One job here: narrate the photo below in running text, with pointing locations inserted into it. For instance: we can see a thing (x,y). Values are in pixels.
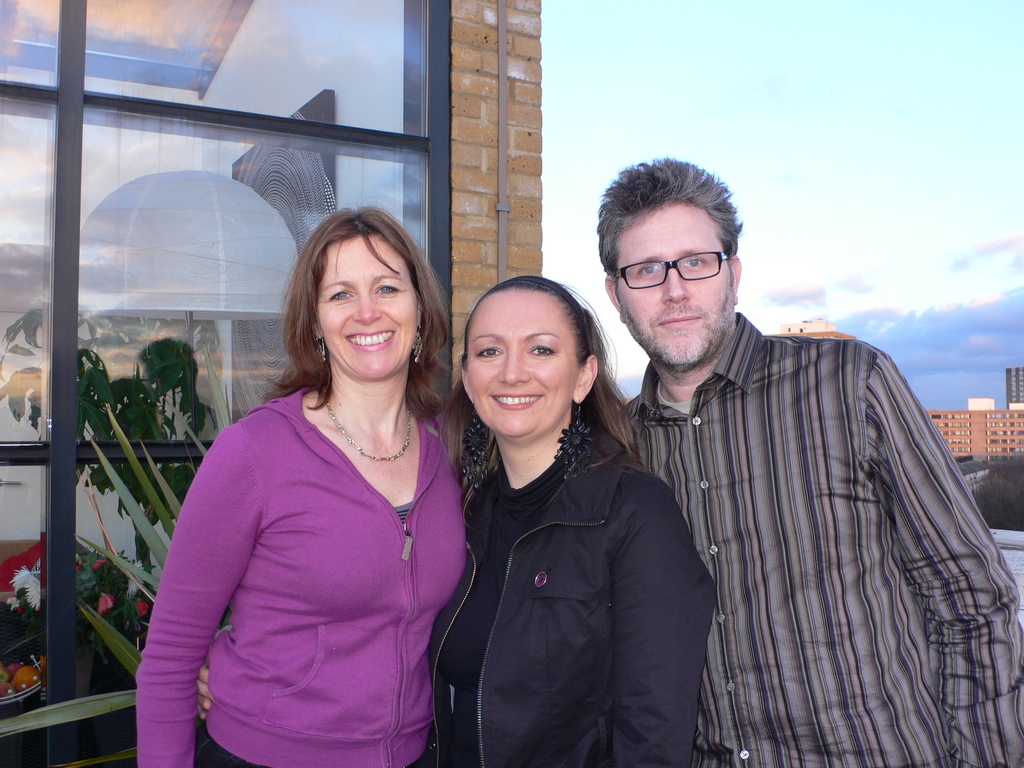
In this image I can see three persons (546,496) standing. There is a transparent glass door (159,251) or a wall (170,185) and there are reflections (25,299) on it. There are buildings (1004,456), plants (156,398) and in the background (779,306) there is sky (779,306).
